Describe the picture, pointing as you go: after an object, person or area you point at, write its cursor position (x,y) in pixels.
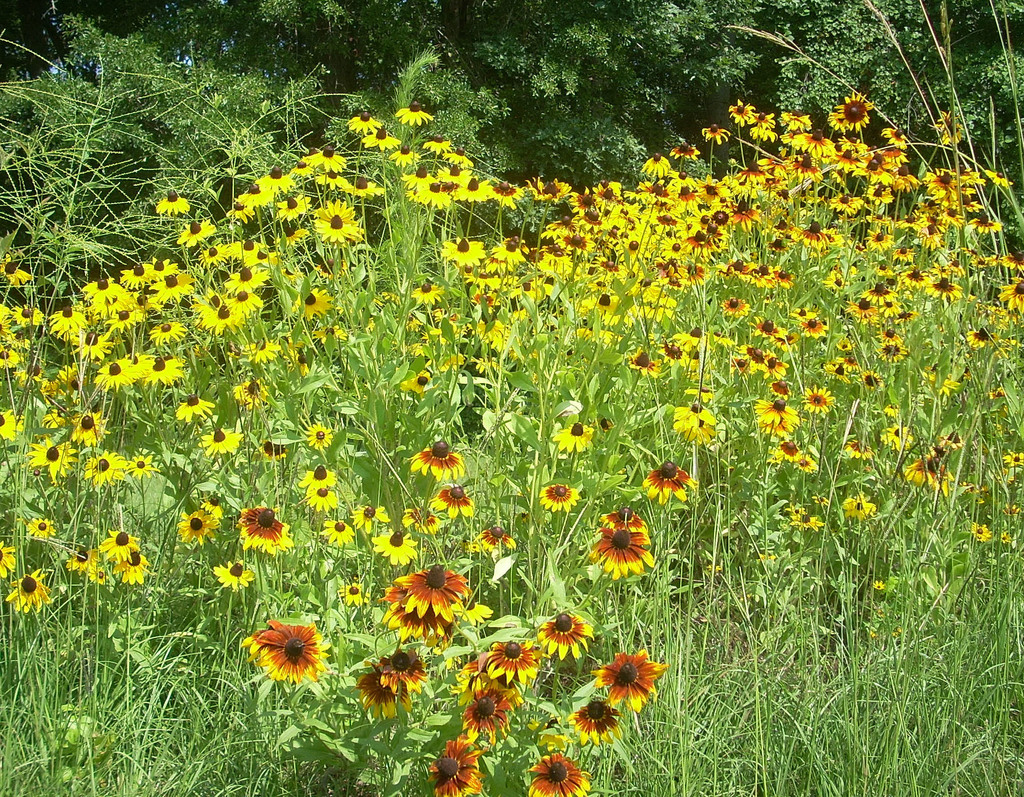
Here I can see many flower plants (344,529). The flowers (117,530) are in yellow and orange colors. In the background (315,93) there are many trees (472,55).
